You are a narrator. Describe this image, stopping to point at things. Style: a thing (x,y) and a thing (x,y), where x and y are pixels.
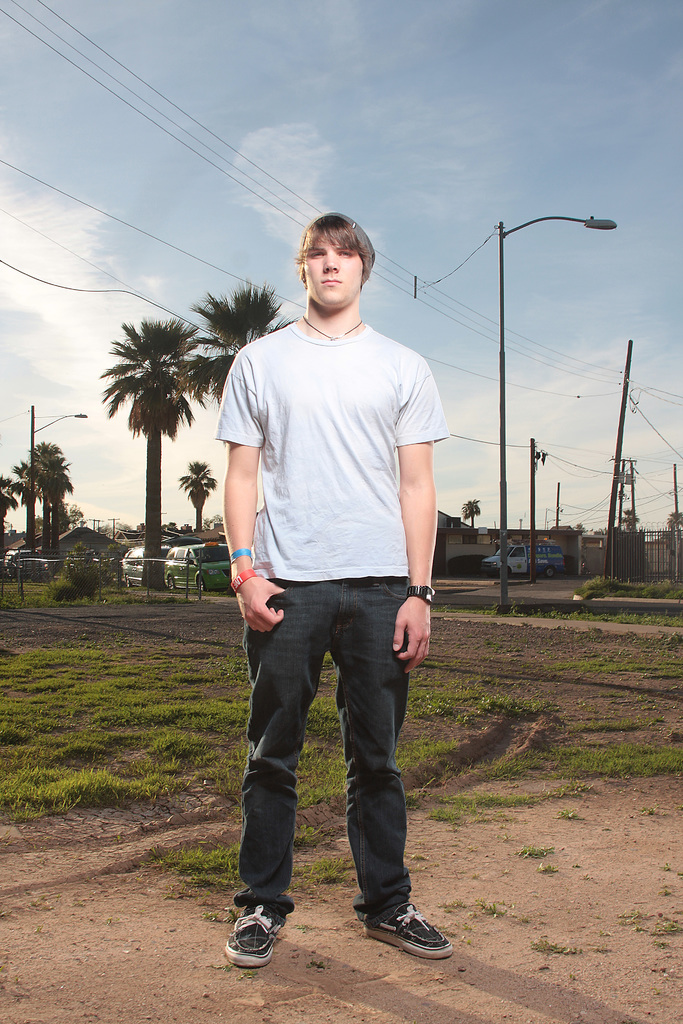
In the foreground of this image (321,655), there is a man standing on the ground (446,963). In the background (170,719), there is grass (131,698), trees (202,488), poles (532,551), few vehicles (142,566), houses (36,548), cables (452,290), sky (459,136) and the cloud (271,212).
